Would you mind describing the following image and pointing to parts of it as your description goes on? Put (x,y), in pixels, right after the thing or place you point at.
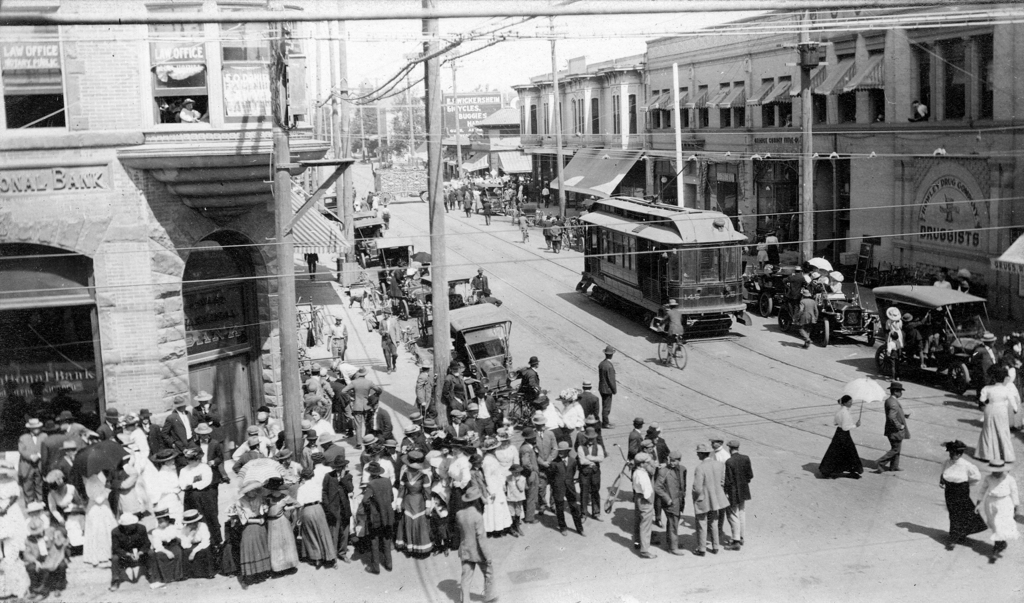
In this picture there is an old image of the road (799,473). In the front (245,446) we can see a group of men and women (420,499) standing on the street (727,341). Behind there is an old building (157,292) and some electric pole (434,289). On the right side (703,301) we can see a tram (668,284) moving on the road (744,331) and some cars (824,327) are parked on the side. On the extreme right side (977,203) there are some buildings (721,177).
